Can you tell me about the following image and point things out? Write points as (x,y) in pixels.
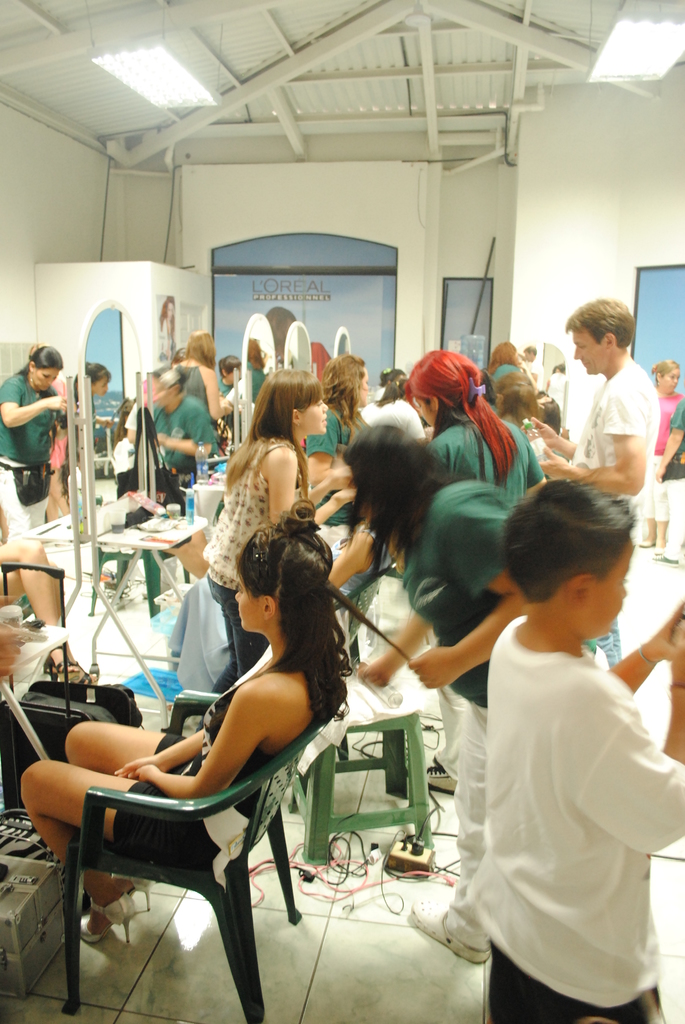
In the image there are group of people (314,496). In the image there is a woman (291,722) sitting on chair (144,799) and most remaining people (12,653) are standing. In background (393,204) we can see a wall (376,171) which is labelled as L'OREAL and it is in white color and on top (496,38) there is a roof (437,100) we can also see two lights (175,86) from right to left.
